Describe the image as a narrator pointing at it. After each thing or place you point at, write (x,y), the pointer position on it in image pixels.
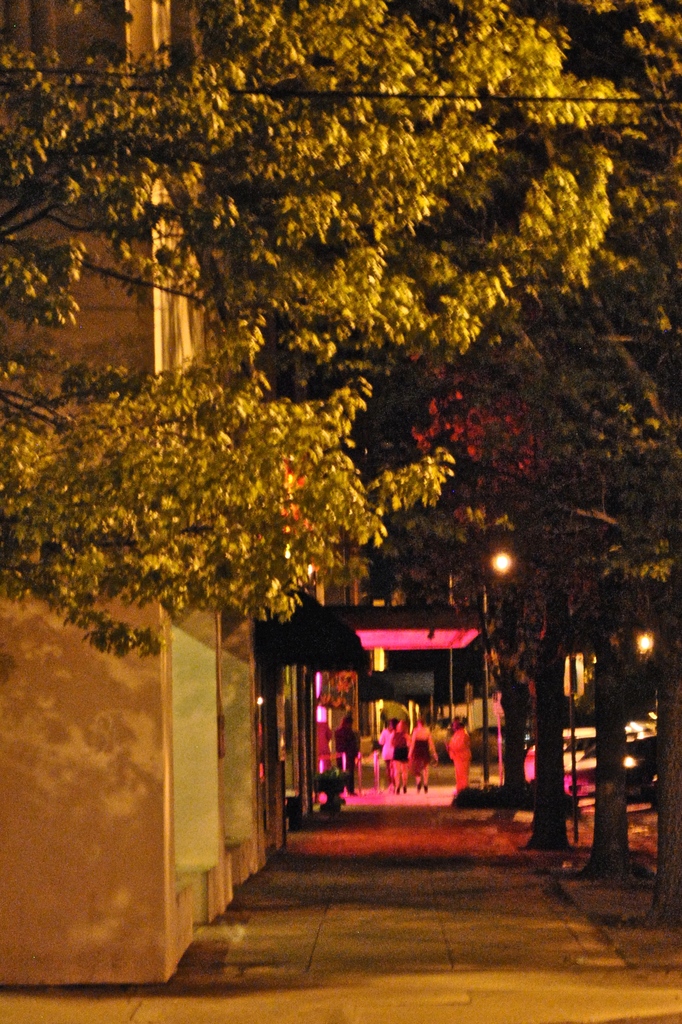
In this image we can see a building (291,688), there are some trees (639,245), people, lights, poles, vehicles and potted plants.
